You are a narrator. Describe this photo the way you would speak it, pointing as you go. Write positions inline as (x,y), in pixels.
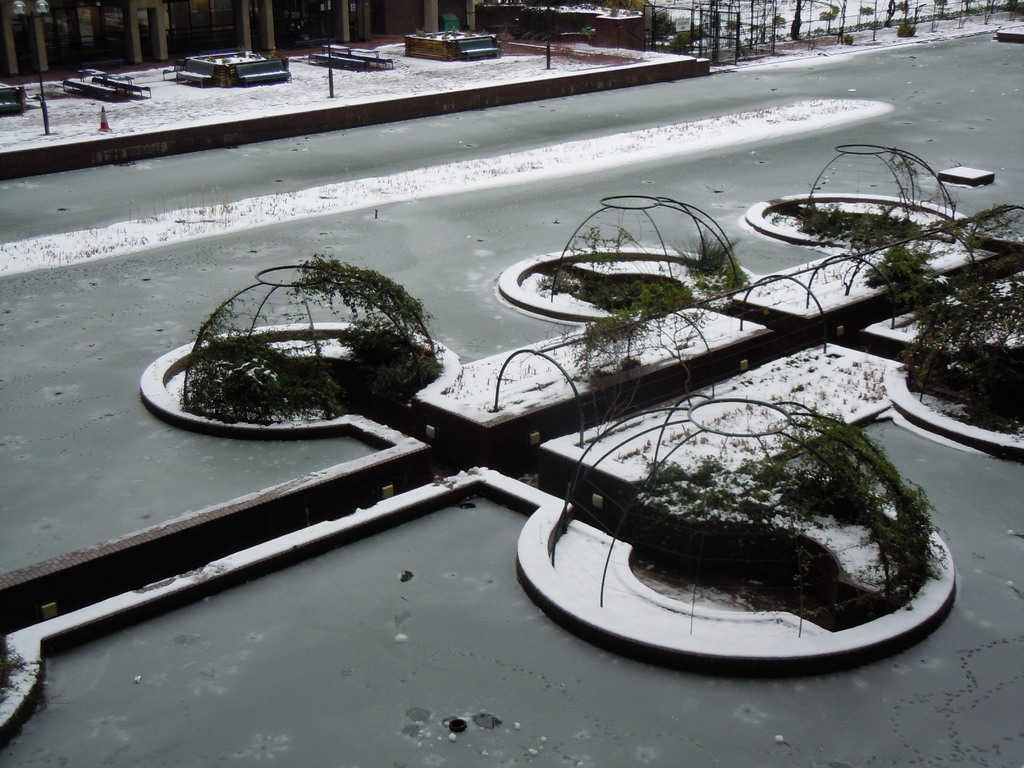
In this picture we can see some grills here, there are some plants (382,363) here, there is snow (844,288) here, we can see metal rods (752,36) in the background (716,31).
